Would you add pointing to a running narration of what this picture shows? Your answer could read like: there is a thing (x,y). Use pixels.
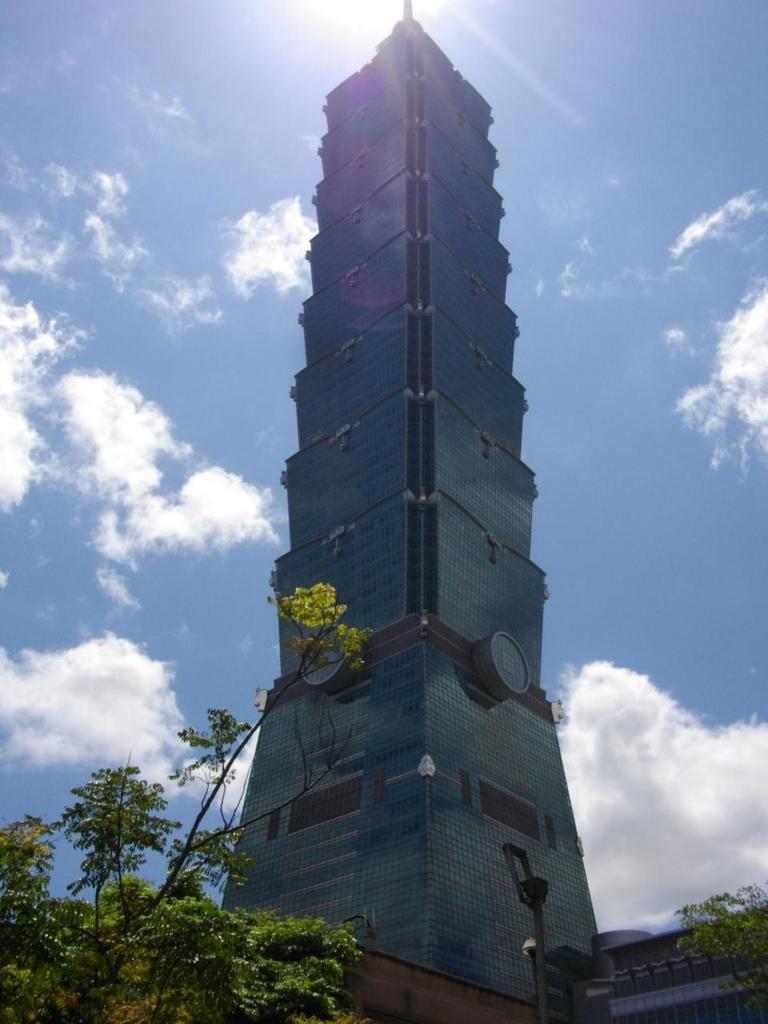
In this image, I can see a building (411,729). At the bottom of the image (281,921), there are trees (308,968) and a pole (539,950). In the background (169,575), there is the sky (307,194).
